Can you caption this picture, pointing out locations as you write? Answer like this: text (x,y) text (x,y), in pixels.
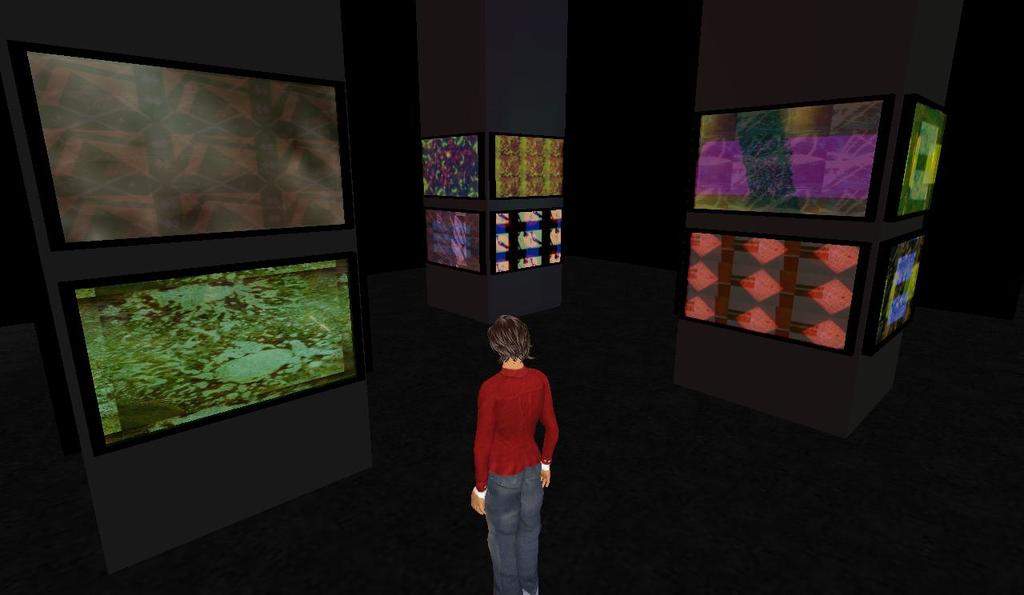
This is an animated image. A person (499,527) is standing wearing a maroon t shirt (518,453) and jeans (510,492). There are frames (897,246) at the back (869,147).
